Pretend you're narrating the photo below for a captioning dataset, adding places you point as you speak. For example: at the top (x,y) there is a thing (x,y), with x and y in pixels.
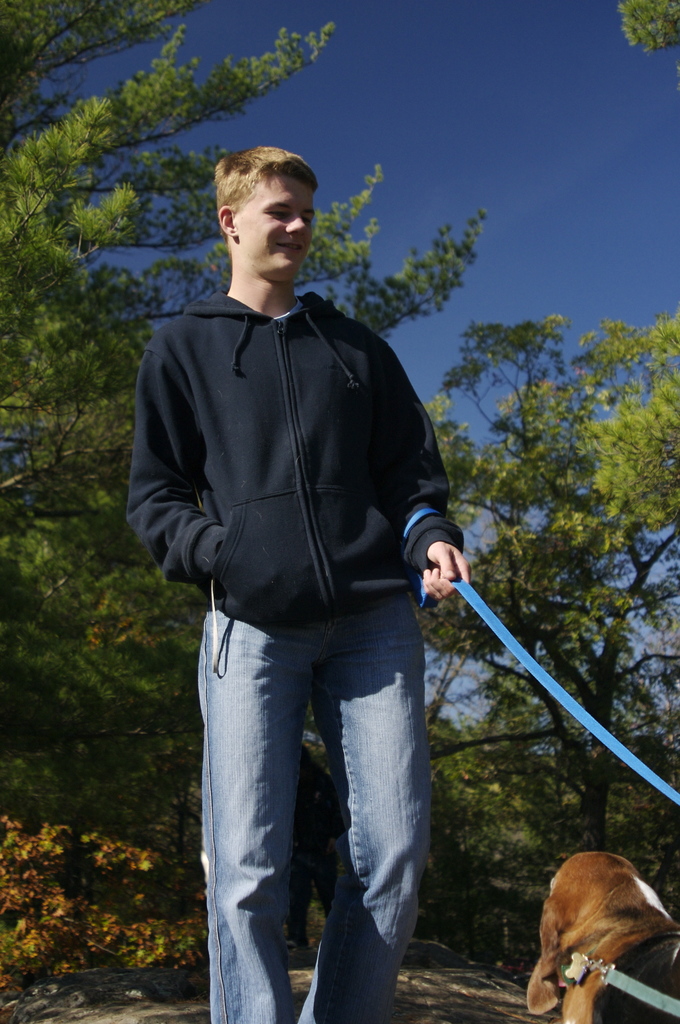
In this picture there is a man (381,765) walking and holding leash (471,589) his hand (441,564). He is wearing a black hoodie (271,454) and blue jeans (236,749). To the below right corner of the image (580,962) there is a dog (619,959). In the background (31,254) there are trees (28,309) and sky (449,101).
